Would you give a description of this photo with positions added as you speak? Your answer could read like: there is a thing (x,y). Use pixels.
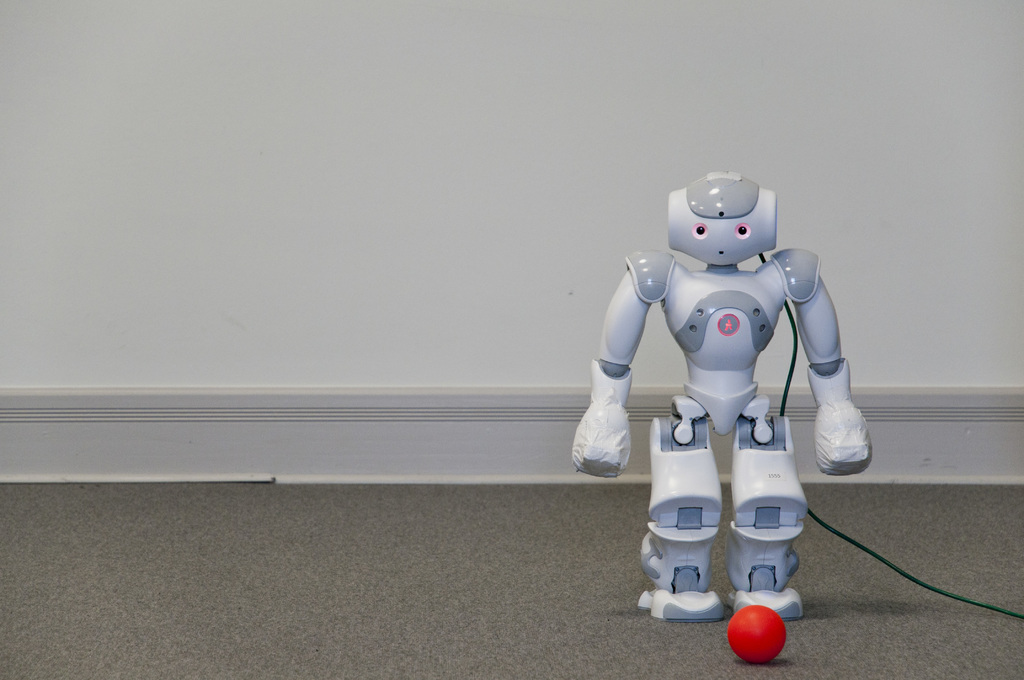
In this image there a robot (828,324) and a ball (747,619) on a floor (569,586), in the background (234,368) there is a white wall (762,27).
